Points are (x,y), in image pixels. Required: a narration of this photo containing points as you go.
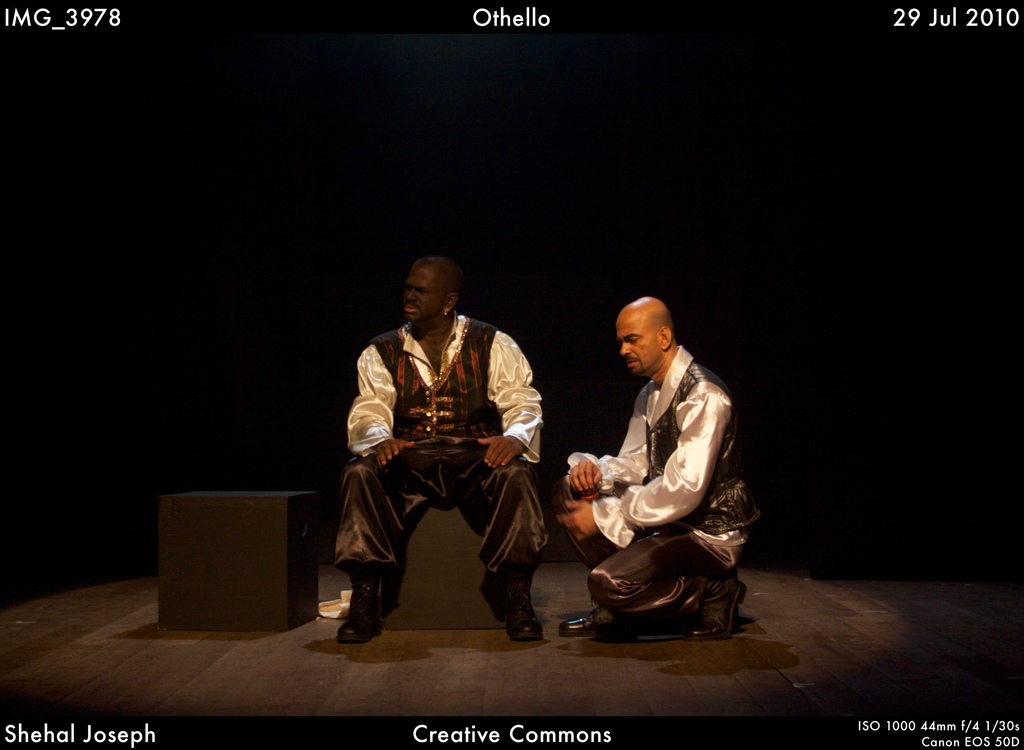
In this image we can see one man (459,354) sitting on the black object (470,607), one white object (329,616) on the floor (196,656), one black object (234,594) on the floor (313,646), one man (577,633) in kneeling position, some text (919,24) with numbers (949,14) on the top (534,13) and bottom of the image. There is a dark background (897,71).
